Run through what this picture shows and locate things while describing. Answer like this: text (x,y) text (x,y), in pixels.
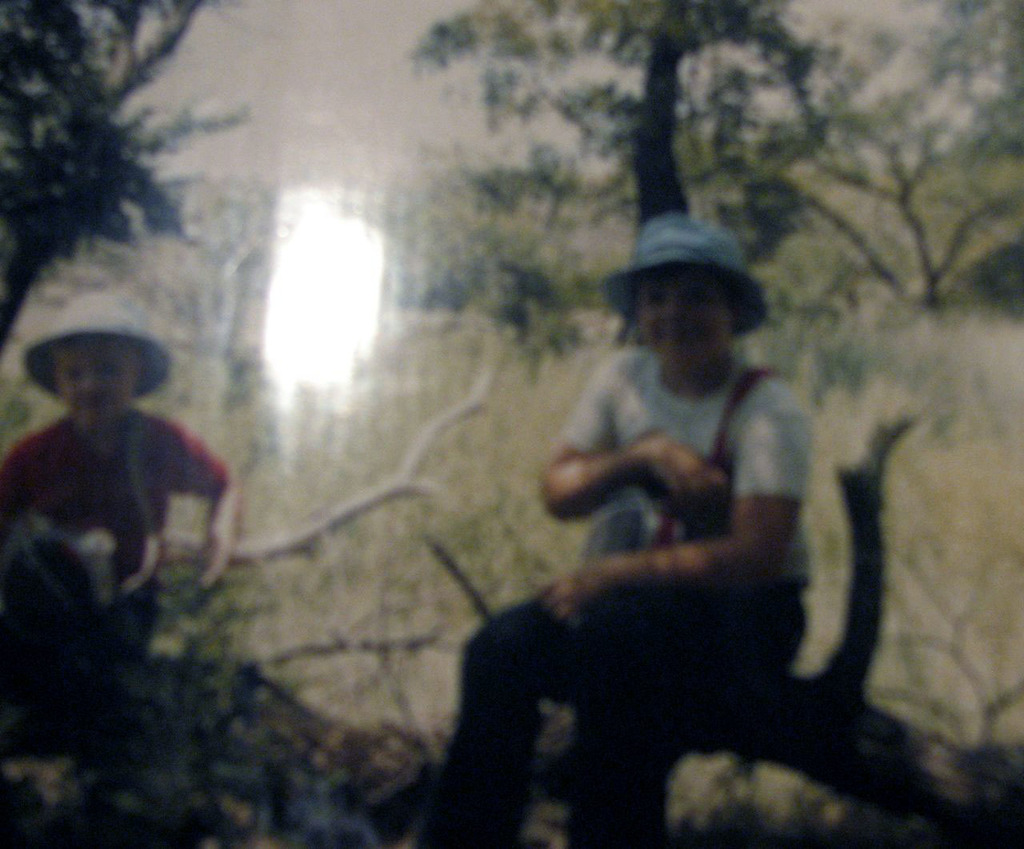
In this image there are two people (604,539) sitting on the branch (243,543) of a tree (321,530), behind them there are trees (533,342).
